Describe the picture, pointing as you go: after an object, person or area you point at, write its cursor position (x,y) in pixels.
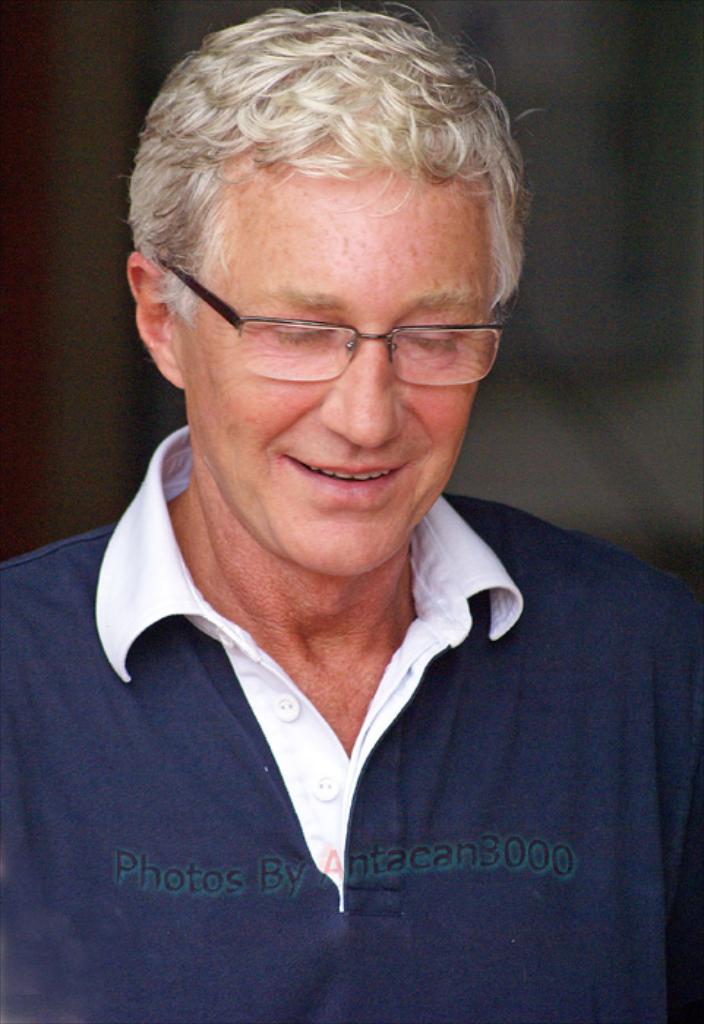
In this image I can see the person (386,825) and the person (498,767) is wearing blue and white color shirt (467,770) and I can see the dark background (33,21).
